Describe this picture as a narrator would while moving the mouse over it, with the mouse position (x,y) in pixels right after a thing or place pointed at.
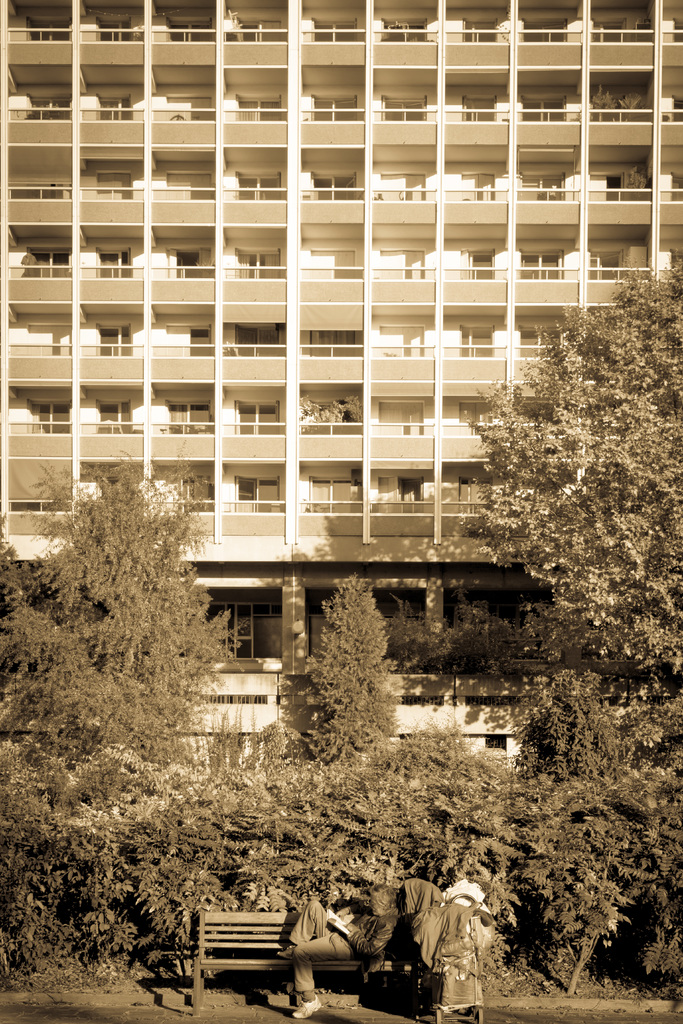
The person (316,931) is sitting on a bench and there is a luggage (467,989) beside him and there are trees (441,809) and a building (295,395) in the background (333,406).
